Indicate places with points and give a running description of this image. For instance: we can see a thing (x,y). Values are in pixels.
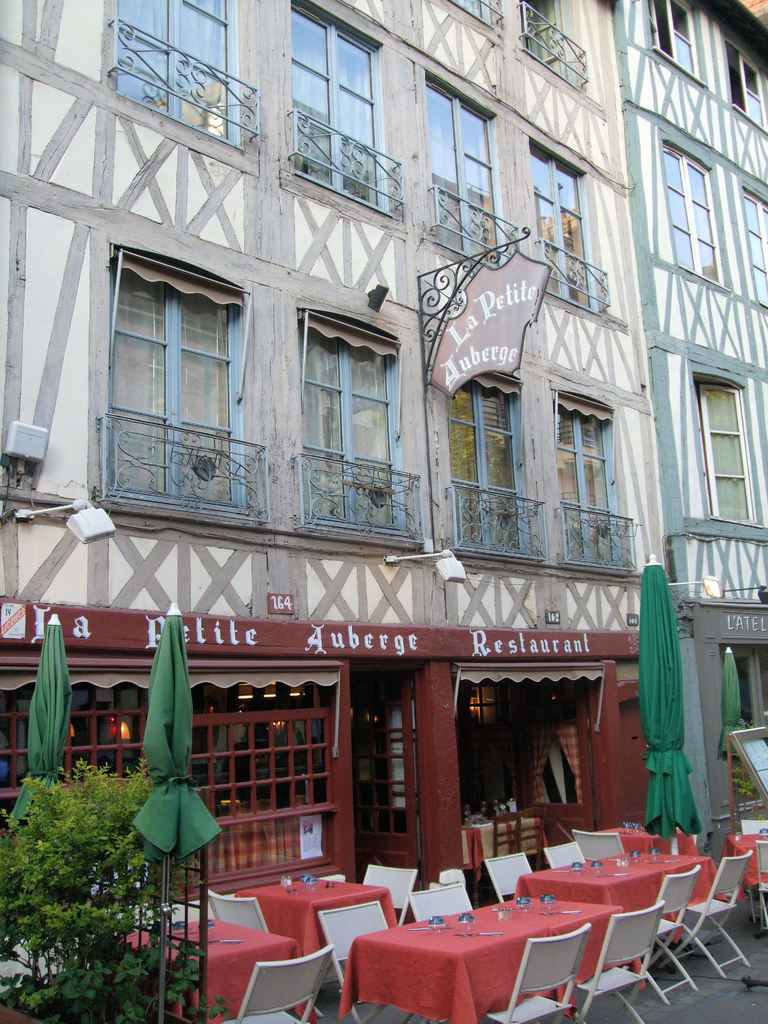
In this image I can see few trees (97,902), few umbrellas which are green in color, few chairs (731,942) which are white in color, few tables (477,958) and on the tables (474,941) I can see few objects (460,921). In the background (203,425) I can see a building (178,302), few windows (355,108) of the building (334,197) and a board (525,280).
